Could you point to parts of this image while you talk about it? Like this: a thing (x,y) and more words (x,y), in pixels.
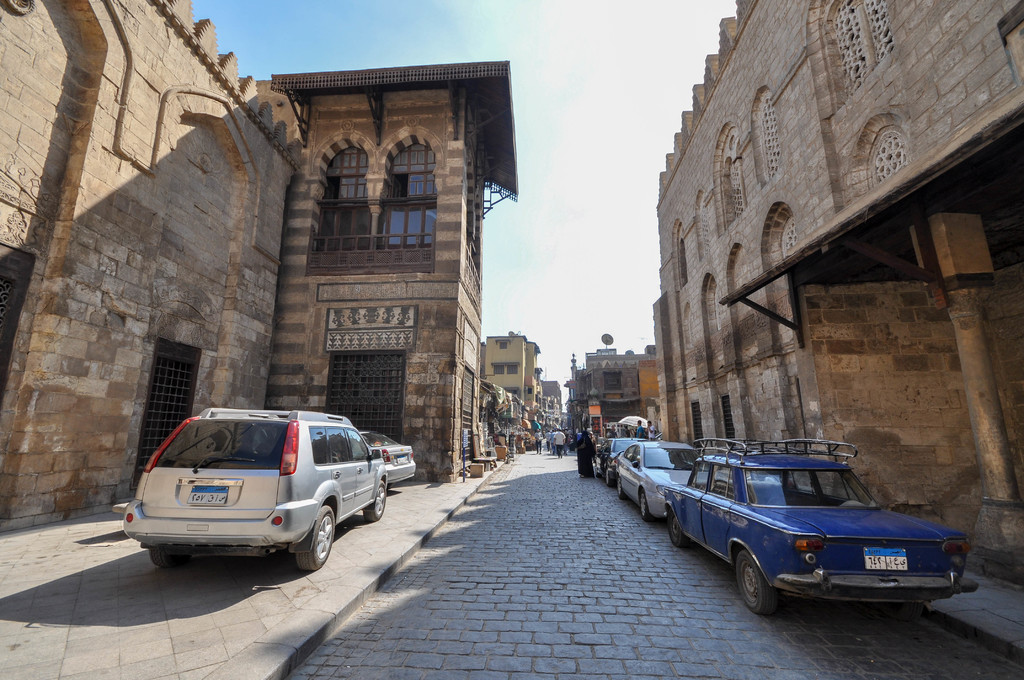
In the image I can see a place (573,634) where we have some buildings (702,368) and also I can see some vehicles (276,429) and some people (554,442) on the road (540,482).
